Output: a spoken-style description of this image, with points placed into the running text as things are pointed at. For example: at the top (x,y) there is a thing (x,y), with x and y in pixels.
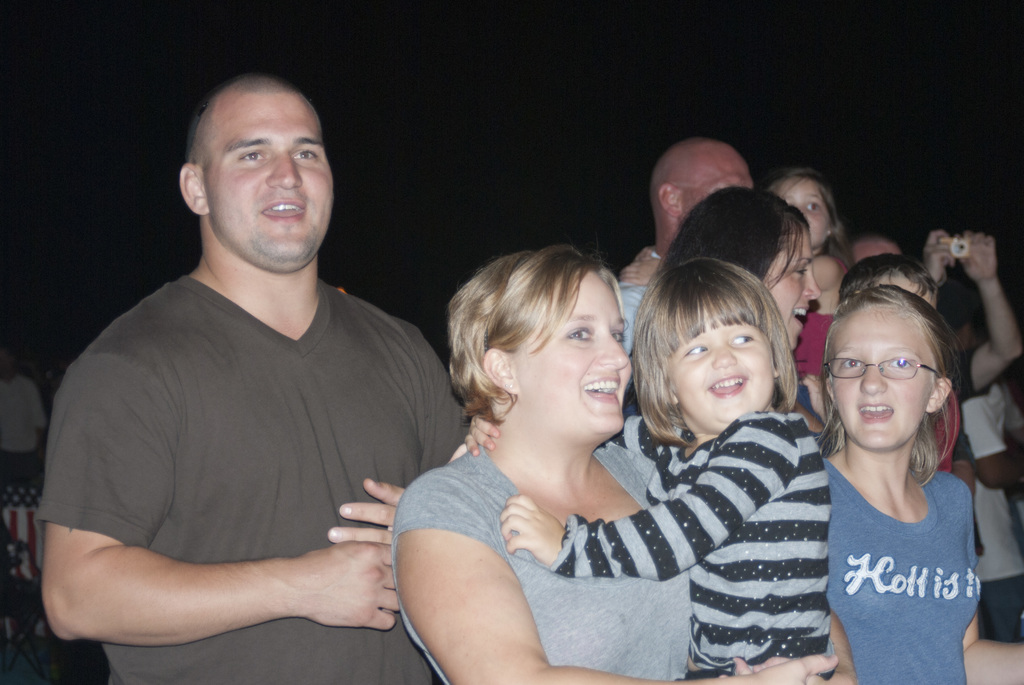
In this image we can see a crowd (292,227) standing on the ground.
